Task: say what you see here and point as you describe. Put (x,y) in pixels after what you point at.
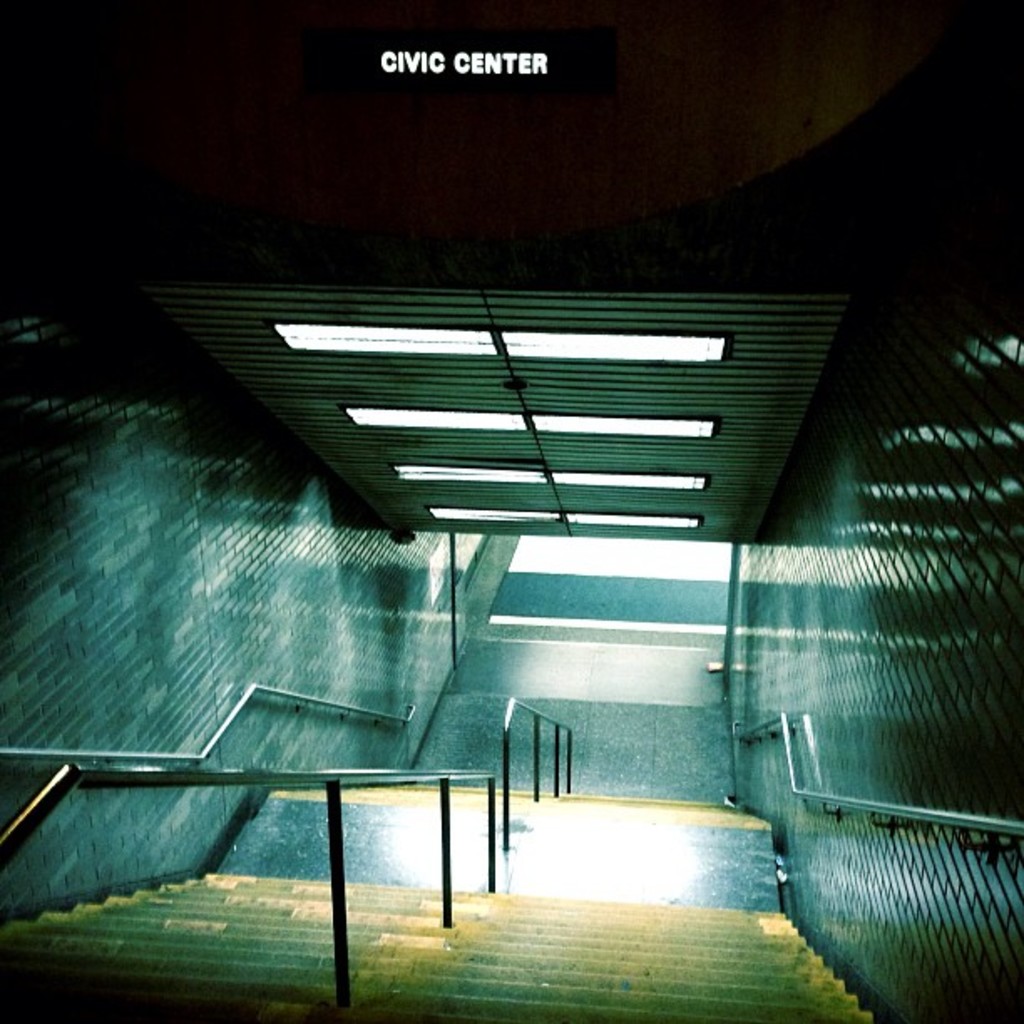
In this image we can see the staircase (726,910) with the railing (326,784). We can also see some text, walls (221,416) and a roof (371,458) with some ceiling lights (491,420).
